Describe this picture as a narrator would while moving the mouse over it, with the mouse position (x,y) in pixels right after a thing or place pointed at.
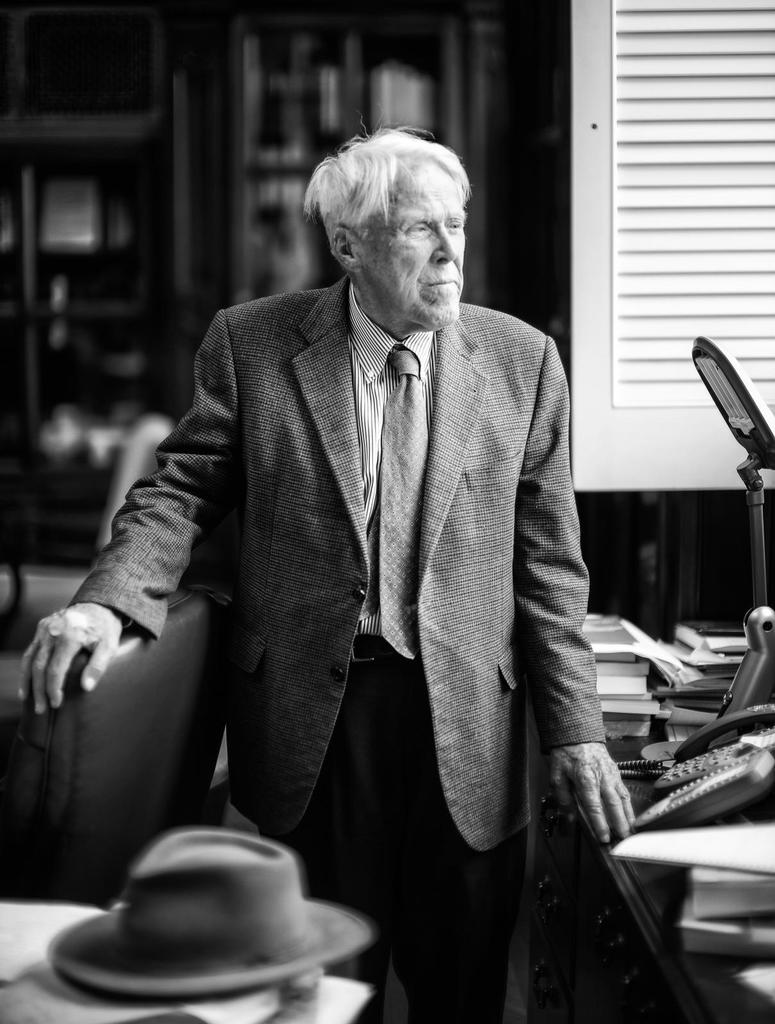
In this picture we can see a man (363,411), in front of him we can see telephones (689,755), books (675,661), a light (755,547) and a cap (286,893) on the tables (665,874).
